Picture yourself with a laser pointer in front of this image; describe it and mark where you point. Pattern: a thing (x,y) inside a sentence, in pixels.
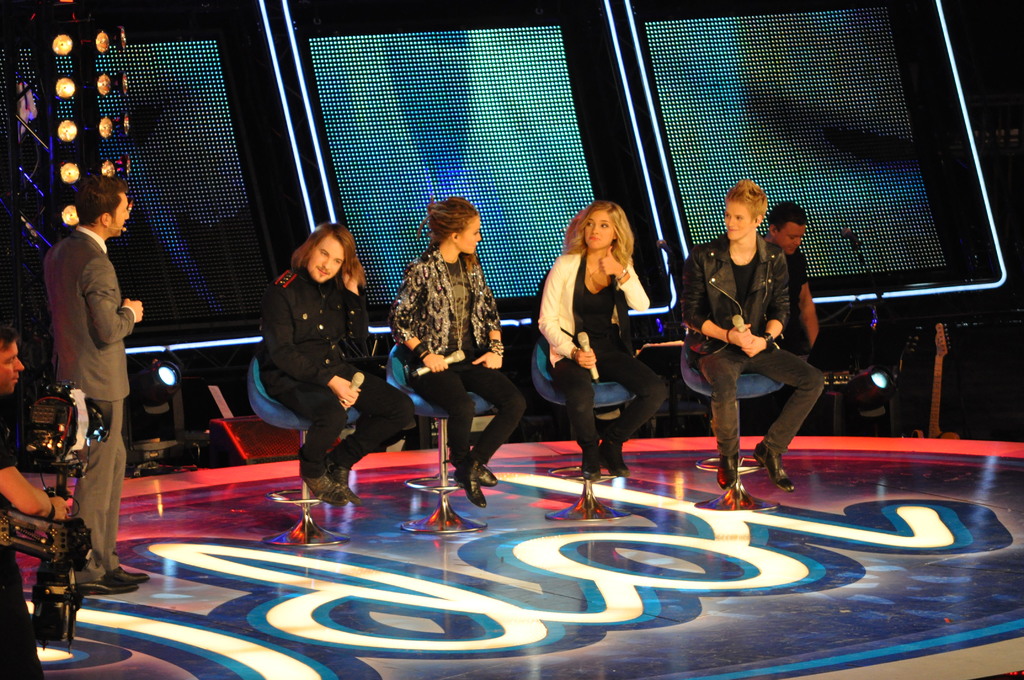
In the picture we can see a man (105,450) standing on the stage (881,492) and we can see four people (591,246) sitting on the chairs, and answering to the man (76,338) who is standing and in the background (139,166), we can see some pillar (84,26) with lights (280,95) and into the wall (312,211) we can see some screens (761,94).
